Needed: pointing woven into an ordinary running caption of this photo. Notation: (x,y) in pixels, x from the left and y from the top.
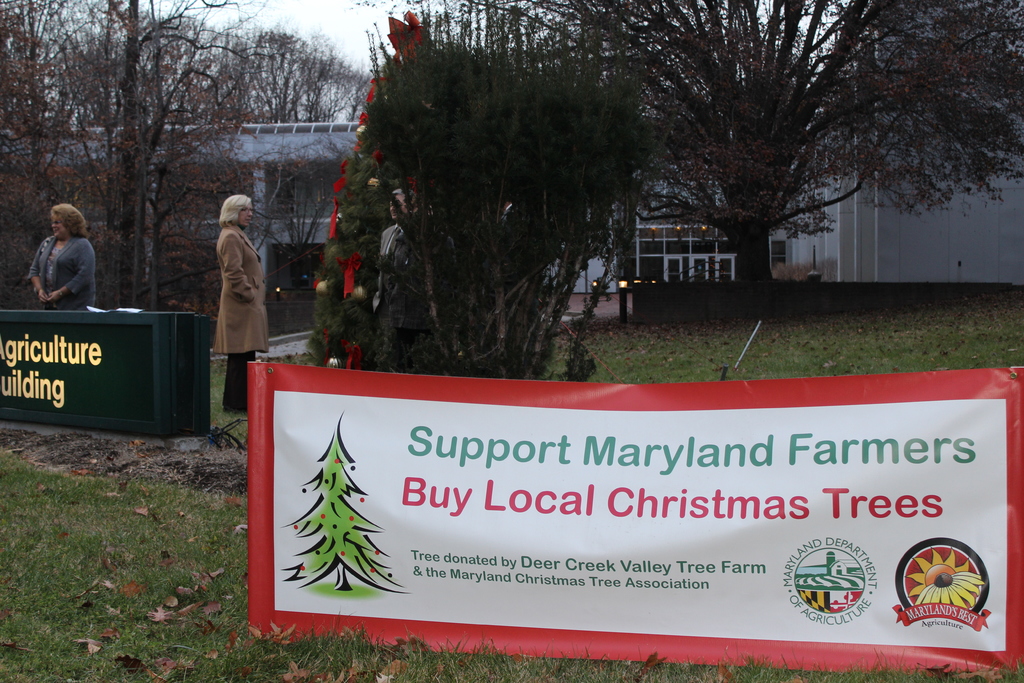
In this image we can see a banner (611,543) with a logo (346,542) and some text (854,546) on it. We can also see some people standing beside a table (135,412) containing a name board (84,406). On the backside (628,257) we can see some grass (709,338), a group of trees (601,231), a building (310,203) with windows (310,203) and the sky (375,39).
